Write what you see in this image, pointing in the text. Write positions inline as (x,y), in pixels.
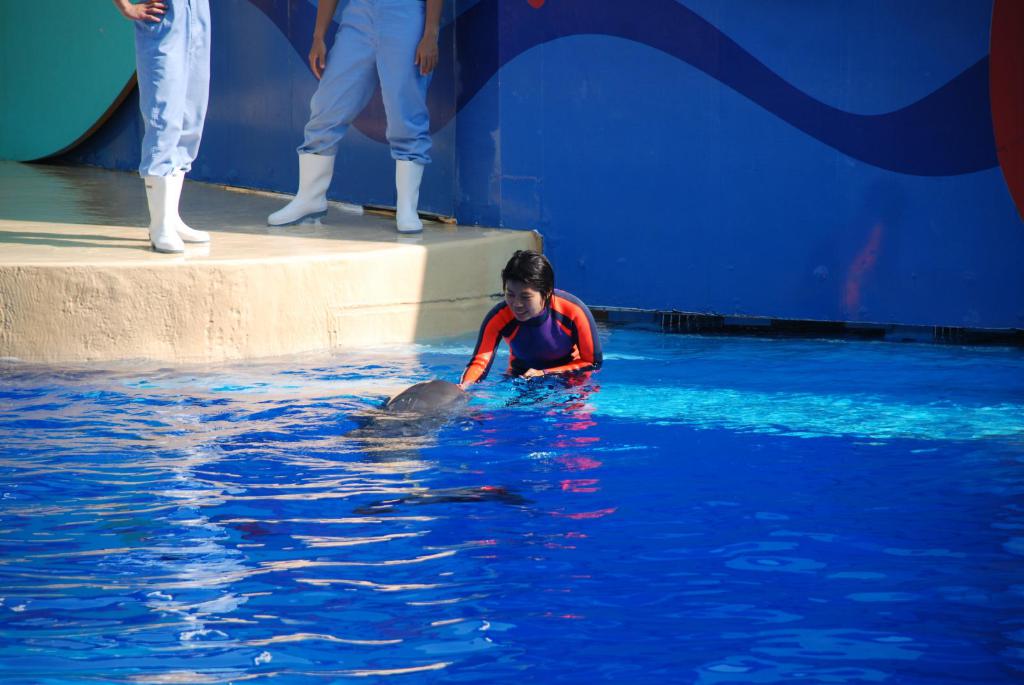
In this image, we can see a person (539,322) and a whale (417,409) in the water (586,522) and in the background (459,128), there is a wall (380,117) and we can see some other people (174,209) on the floor (239,243).
